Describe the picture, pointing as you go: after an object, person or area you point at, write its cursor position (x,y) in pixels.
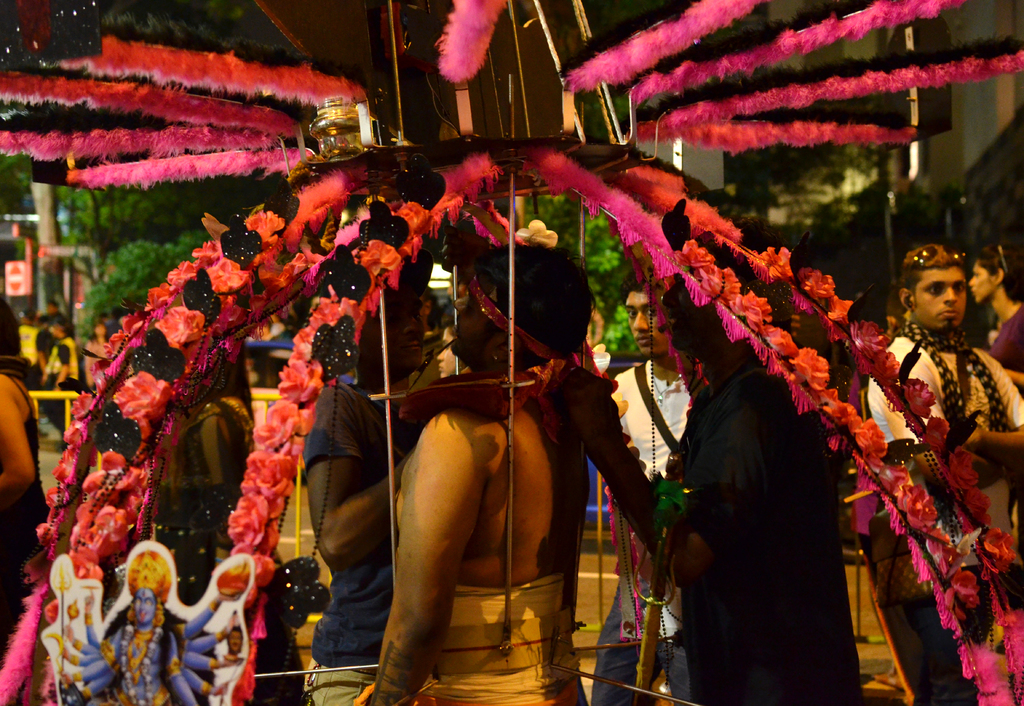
In this picture we can see some people (565,374) are standing, a person (573,358) in the front (505,560) is carrying a metal stand (512,376) which is decorated with flowers (275,478) and ribbons (491,213), in the background (180,246) there are some trees (148,250), on the left side (18,279) there is a board (26,276), we can see a sticker (191,656) at the left bottom (189,627).
